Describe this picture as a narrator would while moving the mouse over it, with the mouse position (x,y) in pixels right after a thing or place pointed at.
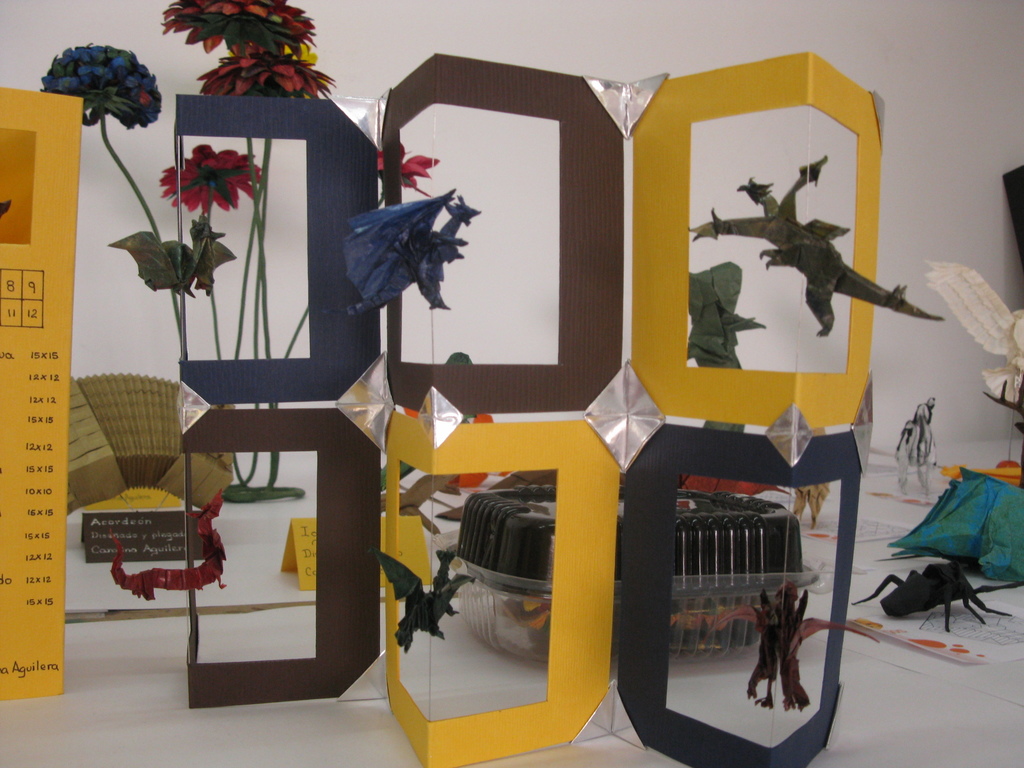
In this image we can see art (347,372) made with papers (48,134) and we can also see flowers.
